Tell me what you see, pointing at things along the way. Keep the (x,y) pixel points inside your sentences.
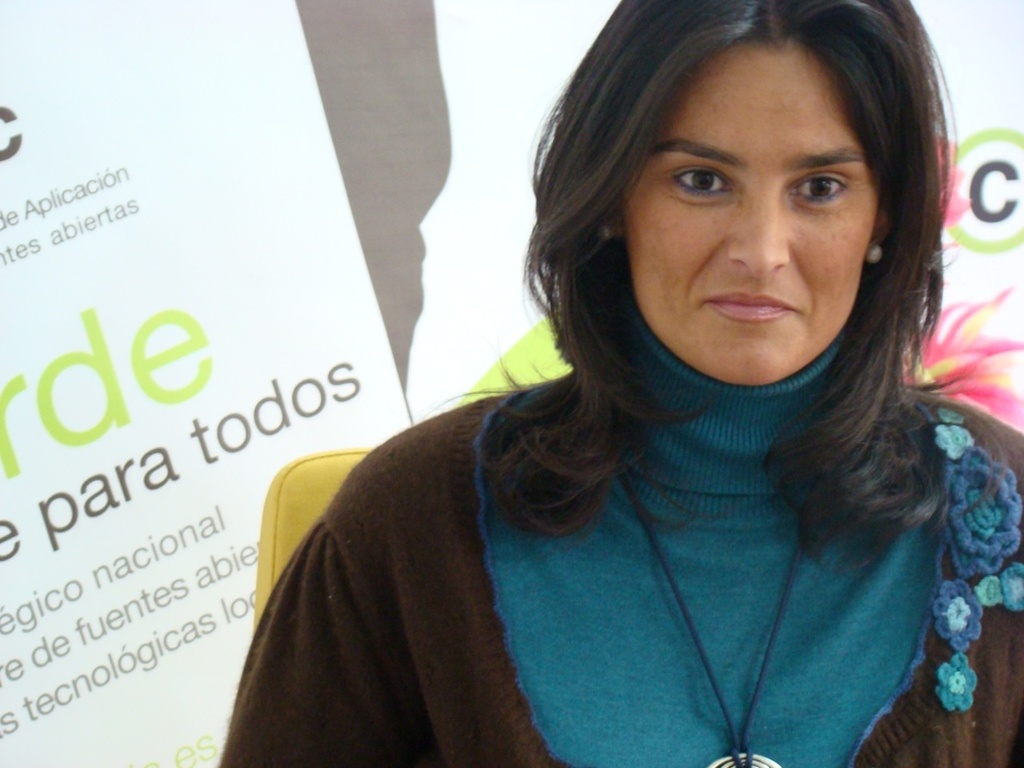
In this image we can see a woman (712,79) with long hair (554,515) is wearing dress (575,710) and sitting on a chair (307,520). In the background (103,741), we can see a wall (343,233) with some text (173,459) on it.
